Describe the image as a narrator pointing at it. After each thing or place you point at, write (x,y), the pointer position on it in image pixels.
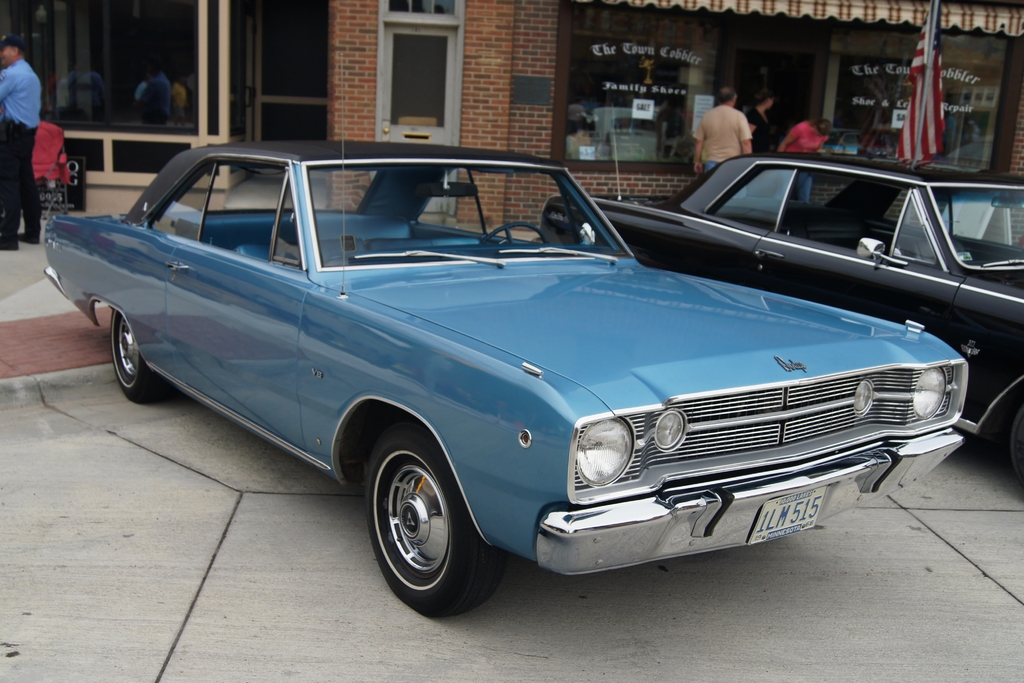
This picture contains two cars (474,224) which are in blue and black color and these cars (710,255) are parked on the road (539,571). Behind that, we see people (766,148) standing and behind them, we see a building (611,115) which is made up of red colored bricks (474,124) and beside them, we see a flag (923,43) in red, white and blue color. The man (32,82) on the left corner of the picture (20,70), wearing blue shirt (26,116) and black pant (30,163) is standing and this picture might be clicked outside the city.
